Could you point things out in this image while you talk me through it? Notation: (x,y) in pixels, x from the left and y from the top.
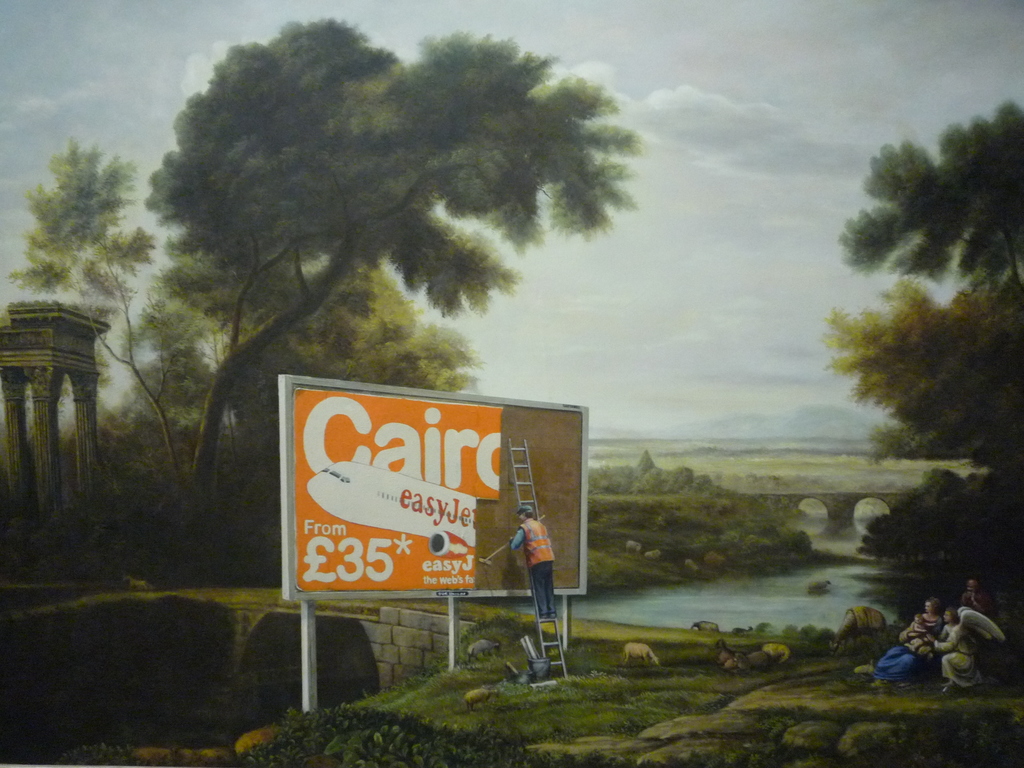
Sky (656,211) is cloudy. Here we can see water (718,602), trees (228,325), hoarding (489,520), ladder (528,501) and people (958,635). This is the bridge (769,491). On this ladder (542,533) there is a person (539,523).
